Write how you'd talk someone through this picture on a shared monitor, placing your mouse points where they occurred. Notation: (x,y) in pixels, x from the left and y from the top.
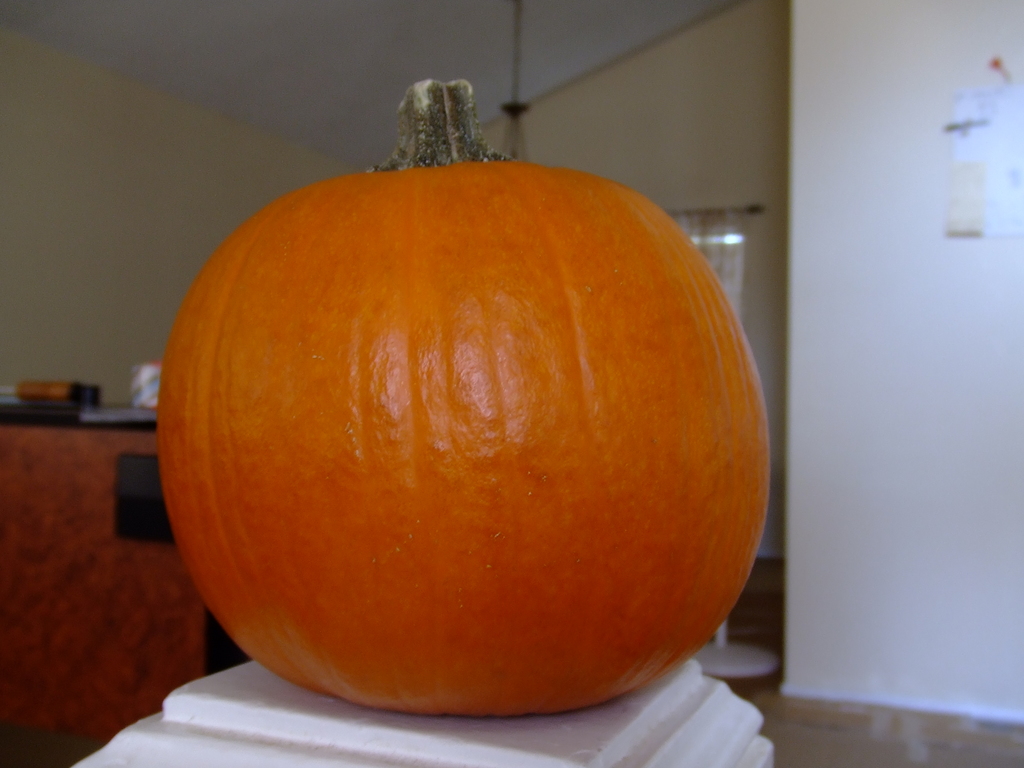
In this image I see a pumpkin (495,254) which is of orange in color and it is on a white surface (735,718). In the background (976,757) I see the wall (766,45) and I see the floor (999,757) and I see a paper (968,198) over here and I see the ceiling (342,72).
